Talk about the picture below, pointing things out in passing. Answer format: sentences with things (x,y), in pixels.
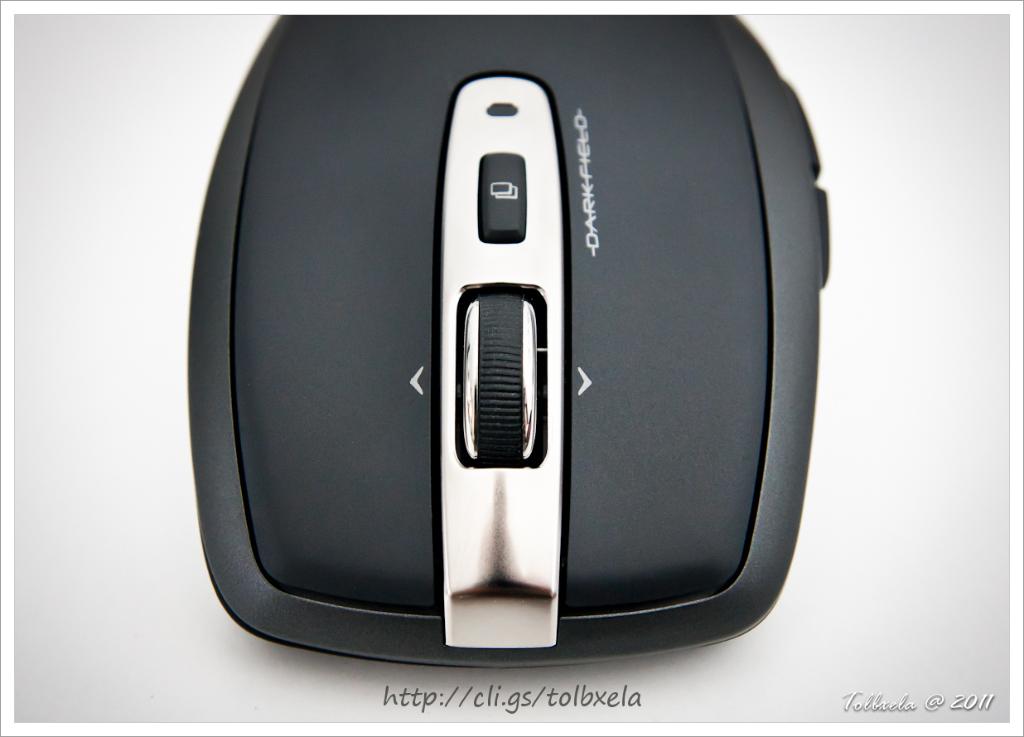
This image consists of a mouse (506,257) with some text (593,183) written on it.
